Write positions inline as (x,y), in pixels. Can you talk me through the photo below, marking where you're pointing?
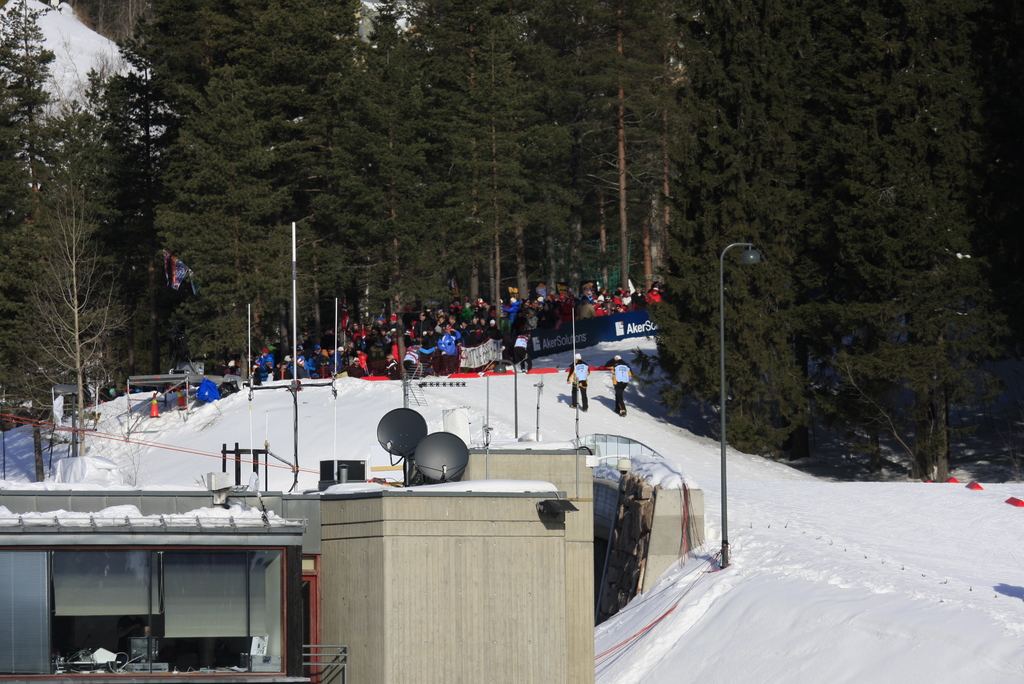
In the foreground of the image (751,623) we can see snow (788,627), glassed room (224,606) and on the top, of the room (424,509) we have antennas (411,462). In the middle of the image (376,350) we can see group of people (263,356) and street lights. On the top of the image (554,136) we can see big trees (516,192).
